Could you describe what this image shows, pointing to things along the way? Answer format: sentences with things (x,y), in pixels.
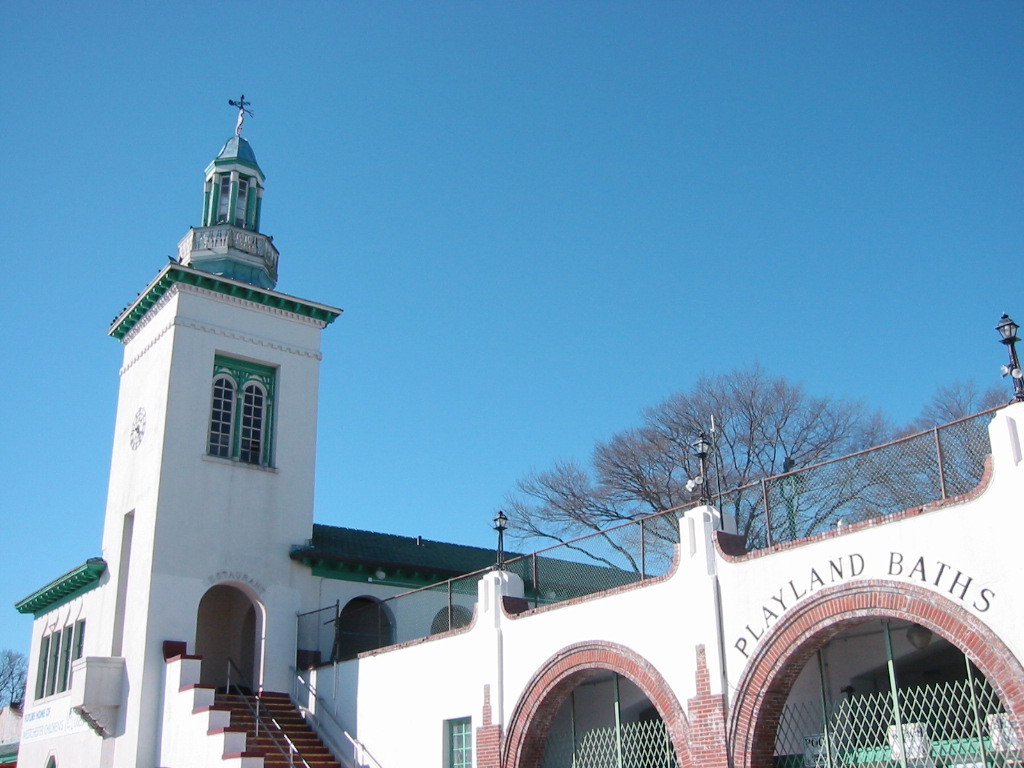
In this image there is a building (906,698). In the background (633,433) there are trees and sky (524,240). At the bottom (274,726) we can see stairs (263,720).
